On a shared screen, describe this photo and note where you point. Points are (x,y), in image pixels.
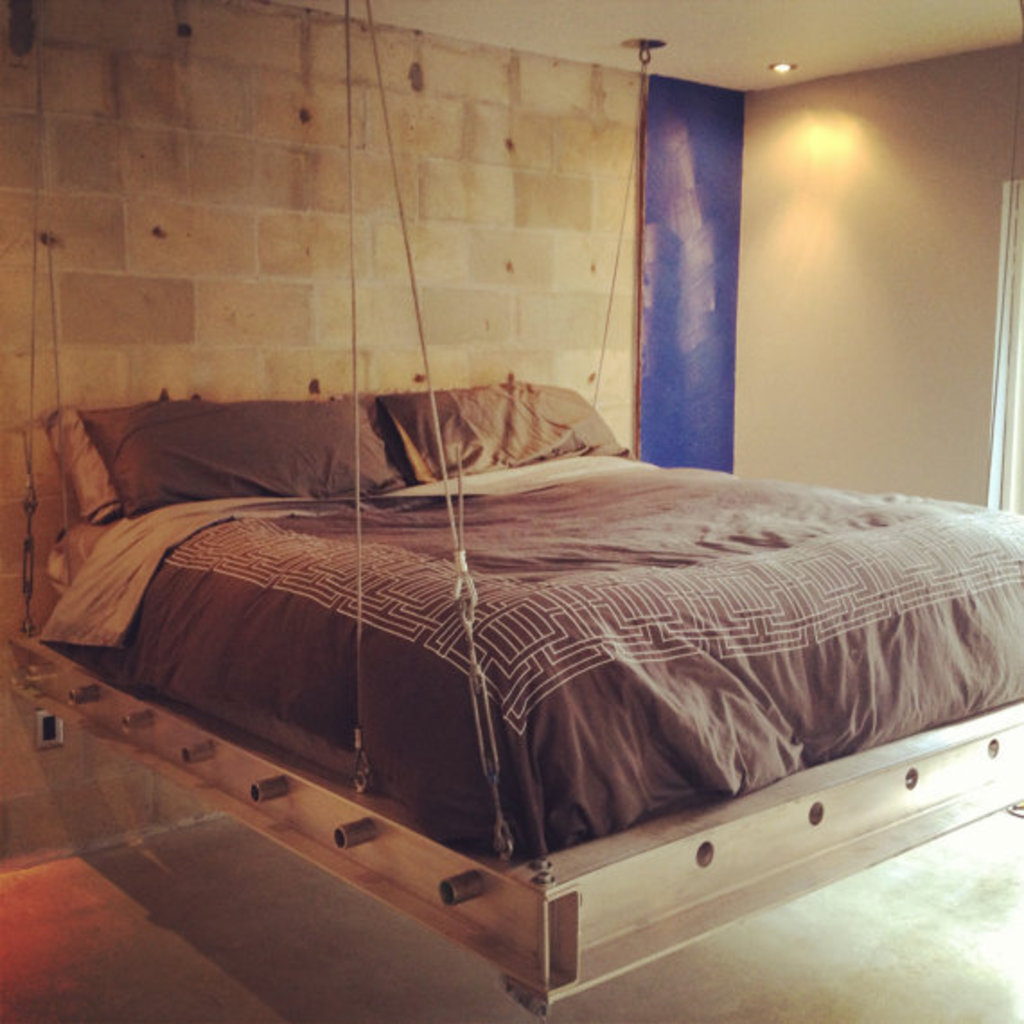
In the picture I can see a bed (551,478), lifted by metal strings (460,564). I can see the mattress (331,566) and pillows (448,437) on the bed (448,437). I can see a light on the roof (783,37).
